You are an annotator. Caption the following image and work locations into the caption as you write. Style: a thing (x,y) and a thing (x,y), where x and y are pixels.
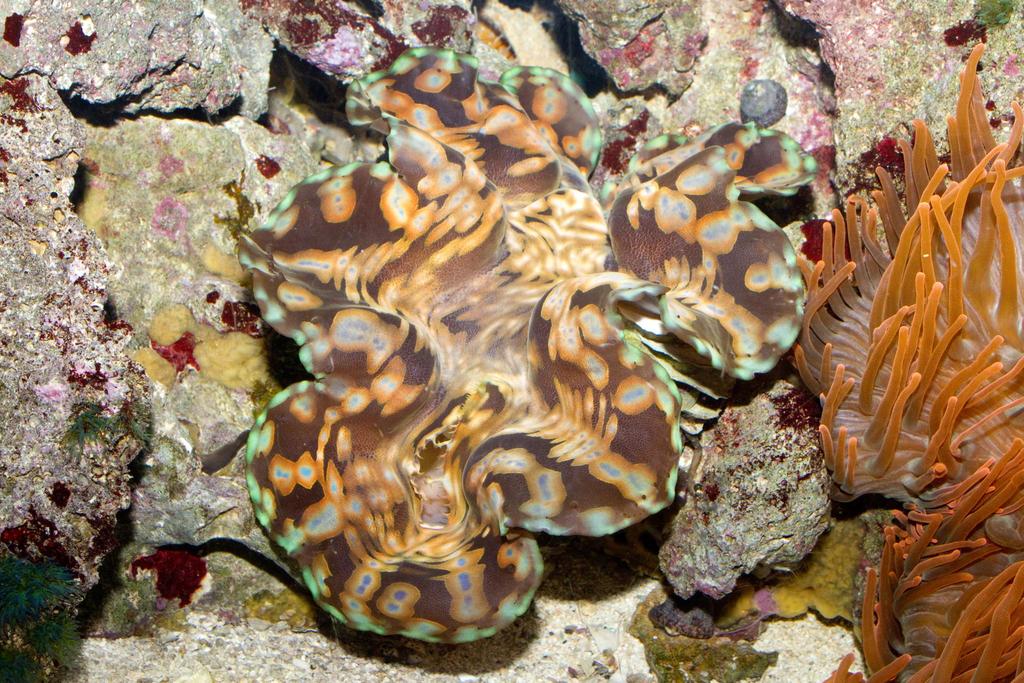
In the middle of the picture (661,298), we see an aquatic animal (649,336) which looks like a mollusc (532,395). On the right side (837,278), we see a sea anemone (933,392). At the bottom (625,545), we see the stones (779,549). This picture might be clicked in the aquarium (521,238).
